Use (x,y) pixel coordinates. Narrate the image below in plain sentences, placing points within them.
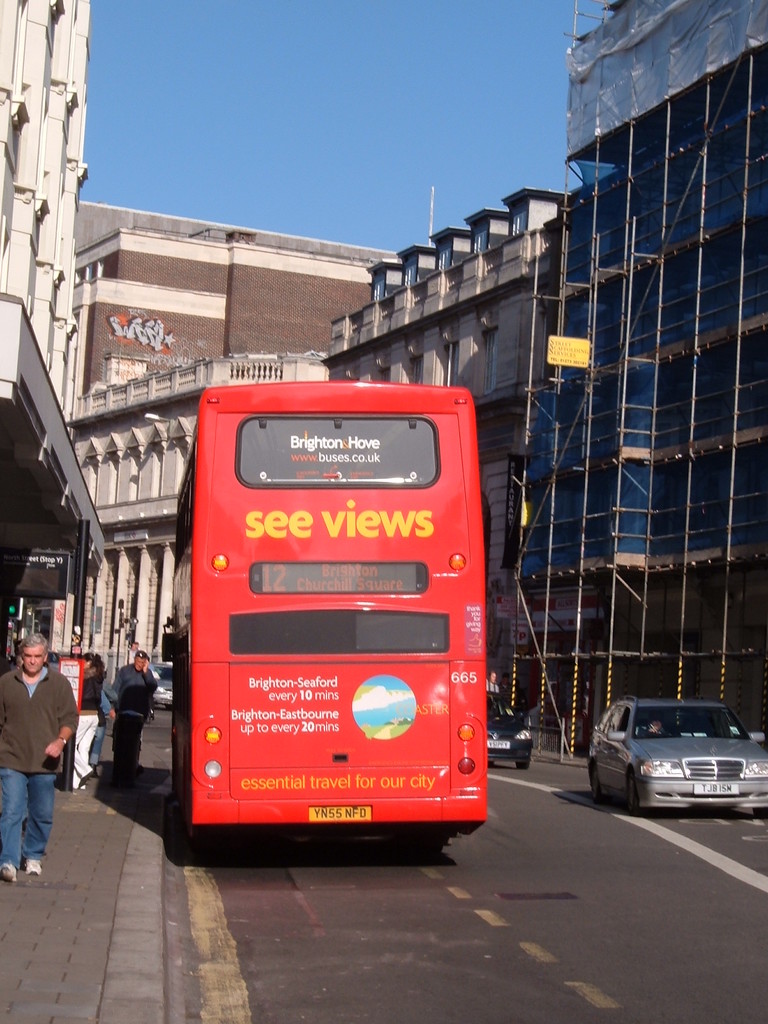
In the picture I can see a red color double Decker bus (319,560) and few more vehicles (721,778) are moving on the road (410,859). Here we can see these people (111,714) walking on the sidewalk (55,864) and we can see buildings (92,307) are on the either side of the image. In the background (133,193), we can see the blue color sky (146,162).
